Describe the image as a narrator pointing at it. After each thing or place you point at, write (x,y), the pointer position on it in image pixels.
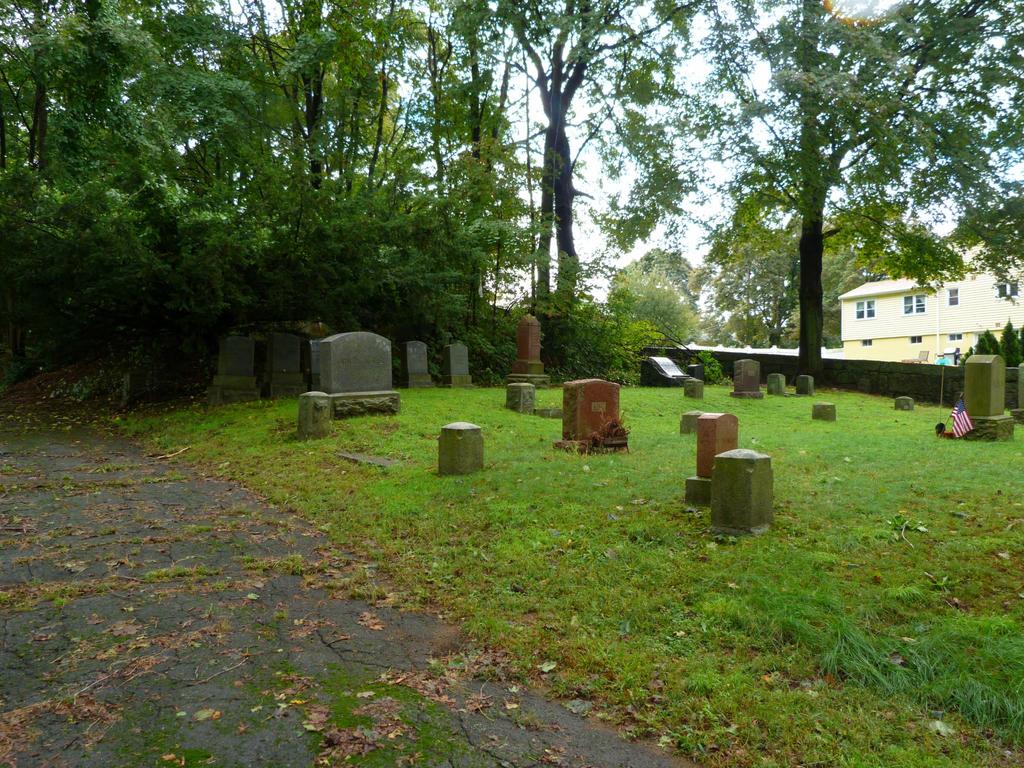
In this picture we can see grass (681,628), graveyard (414,350), trees (995,339), wall (1014,406), building (877,345) and flag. In the background of the image (692,143) we can see the sky (578,230).
